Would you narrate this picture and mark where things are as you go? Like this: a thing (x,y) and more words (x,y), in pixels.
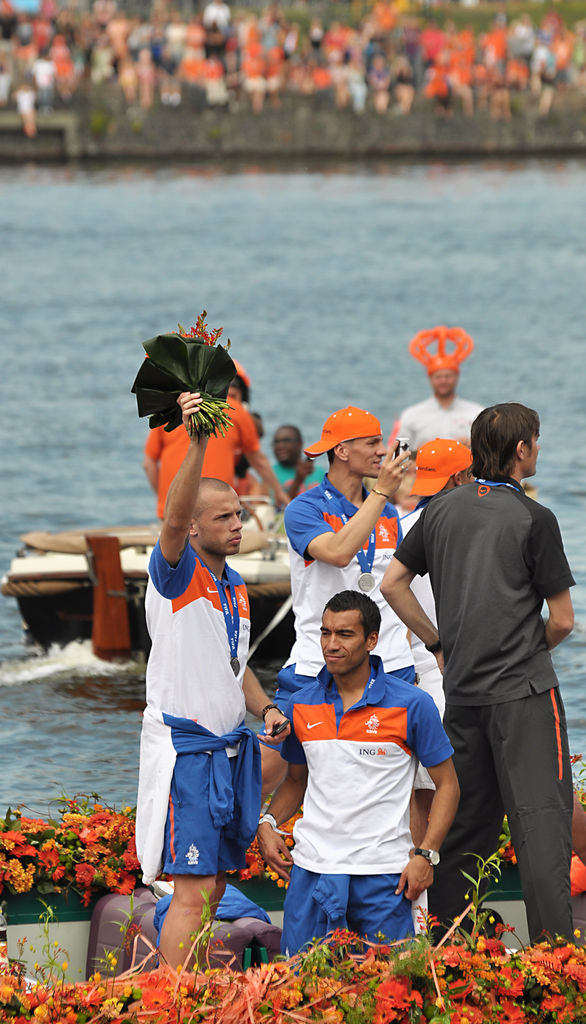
In this image there are group of persons (320,593) standing in the front (312,601). In the center (356,401) there is a water (285,273), on the water (104,522) there is a boat (119,559) with the persons (218,457) on it. In the background (205,52) there are persons (263,66). In the front (379,1002) there are flowers (327,982).
